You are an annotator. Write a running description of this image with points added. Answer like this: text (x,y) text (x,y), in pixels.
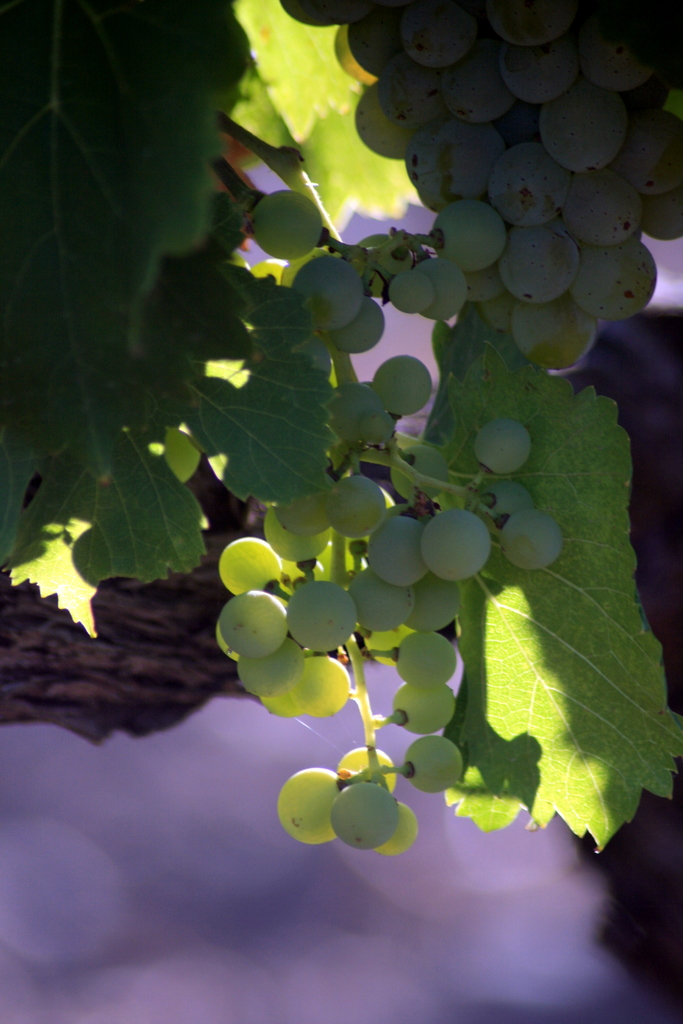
This is a macro photography of a trees (504,385) and some fruits (421,731).
